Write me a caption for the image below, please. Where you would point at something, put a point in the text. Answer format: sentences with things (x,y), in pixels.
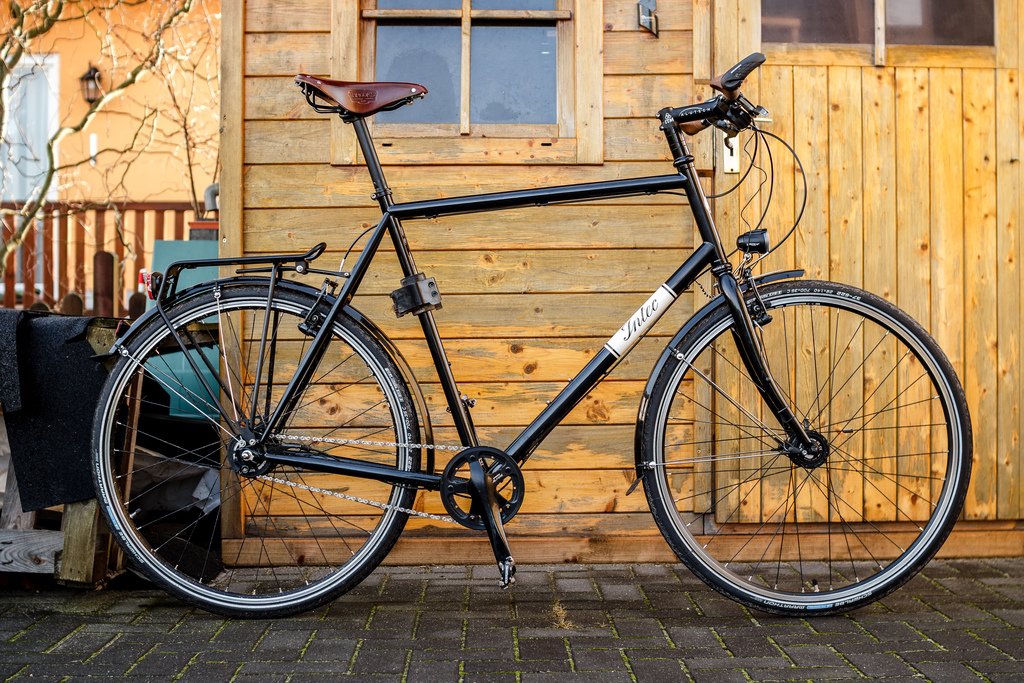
In this image there is a bicycle (822,607) parked on the road (811,619) beside that there is a building (635,227) and some things (46,373).
